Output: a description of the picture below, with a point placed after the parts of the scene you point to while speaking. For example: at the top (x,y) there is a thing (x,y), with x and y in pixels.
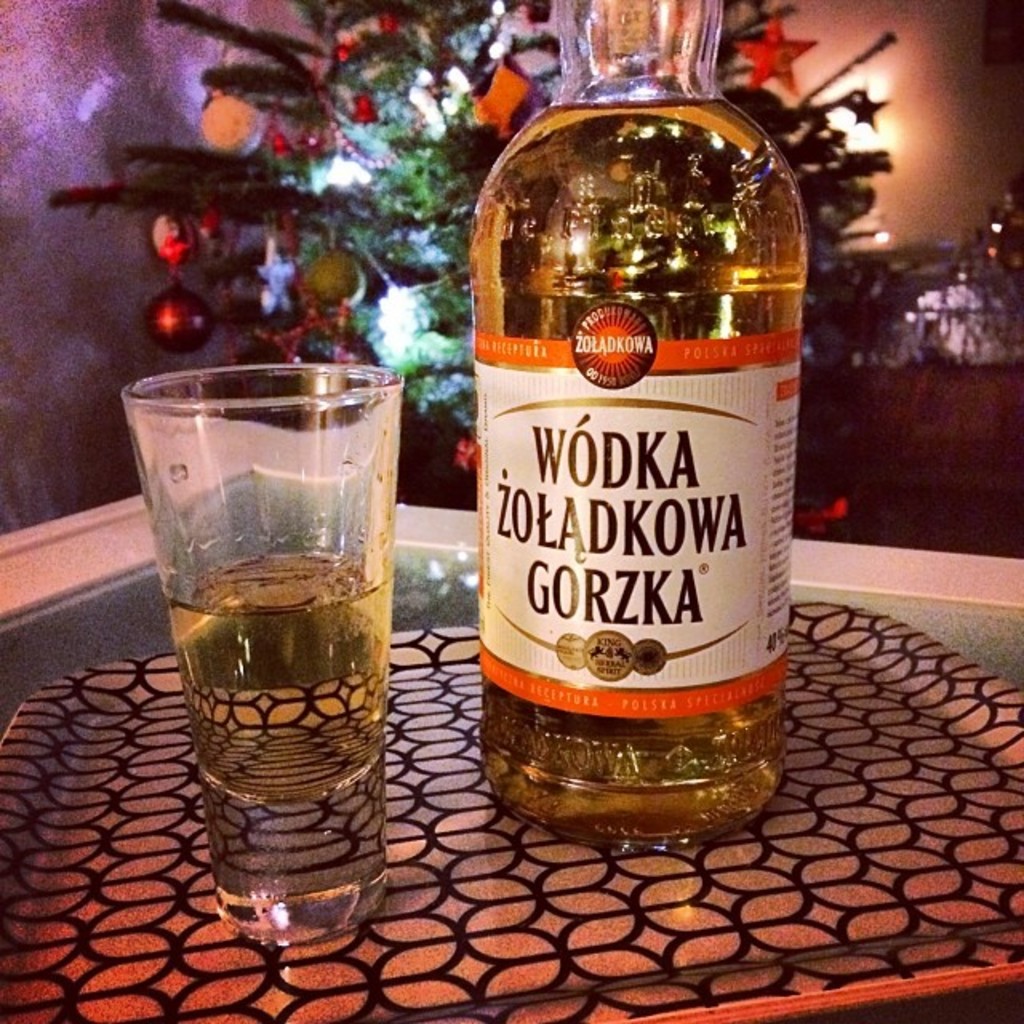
In this picture we can see a glass (346,634) and a bottle (534,437) on the table (944,634). And this is the tray (855,886). And this is Christmas tree (332,155) and there is a wall (50,106).
